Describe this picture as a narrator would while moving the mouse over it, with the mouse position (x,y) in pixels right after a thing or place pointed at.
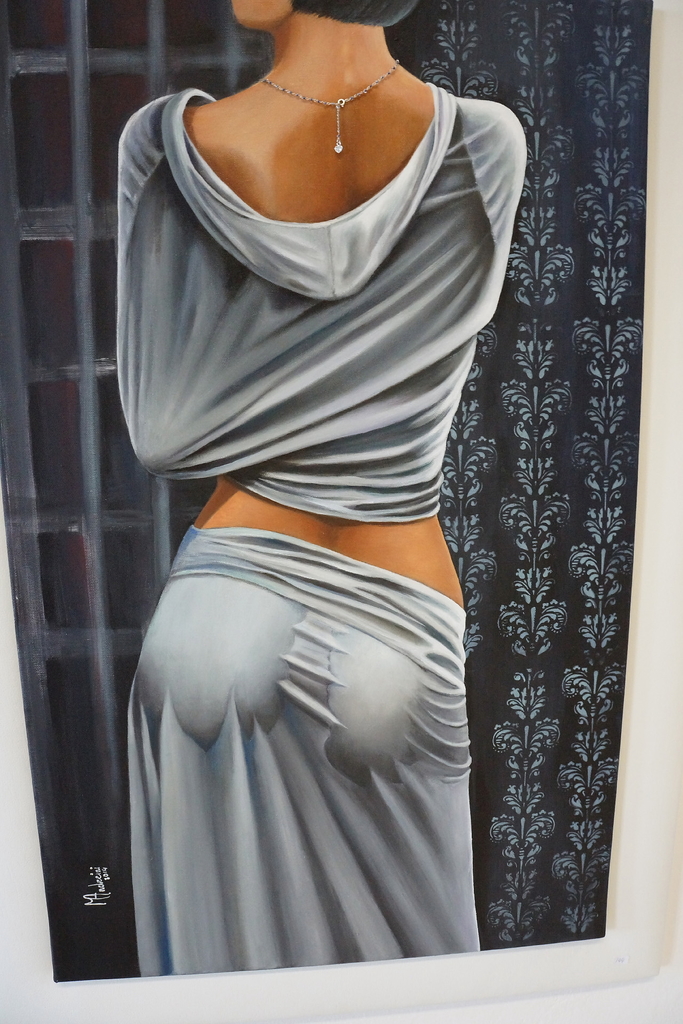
This is a painting. In this picture we can see a woman (403,232) and a curtain (621,412) on the right side (535,275).
